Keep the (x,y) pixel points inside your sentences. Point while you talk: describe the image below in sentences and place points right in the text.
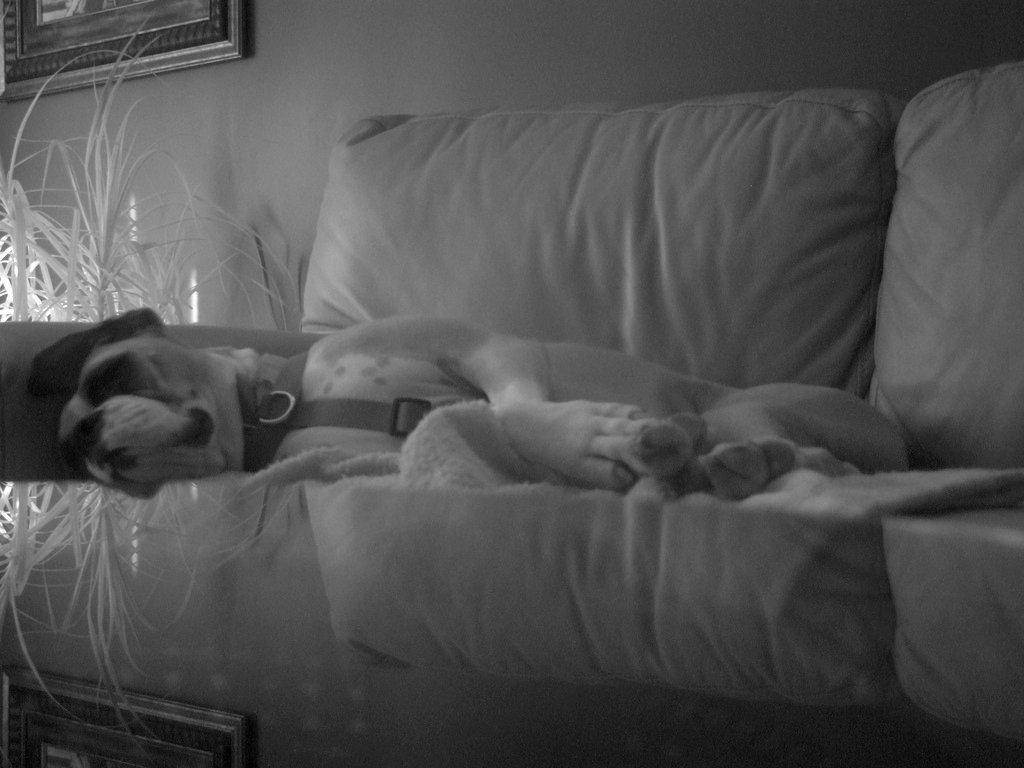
In this image I can see the black and white picture in which I can see the couch (817,590), a dog (557,410) lying on the couch (266,334), an artificial plant (95,224), the wall (194,105) and a photo frame (226,51) attached to the wall (148,79).
